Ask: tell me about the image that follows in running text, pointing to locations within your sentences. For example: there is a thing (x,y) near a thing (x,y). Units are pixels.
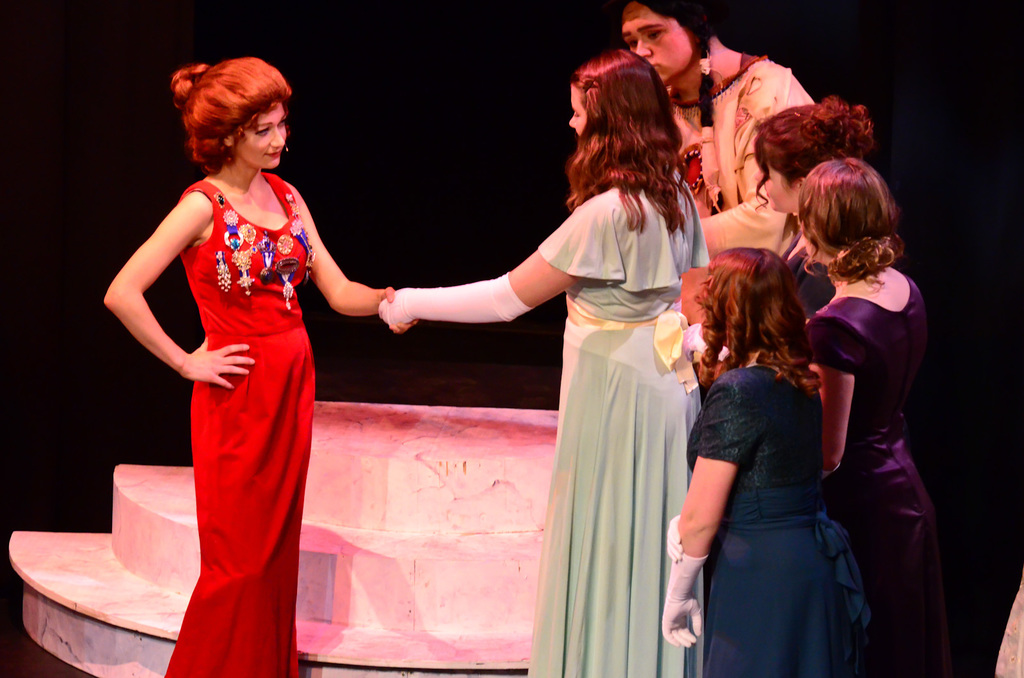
In this image there are some people (866,539) who are standing and two of them (505,296) are shaking their hands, and in the background (449,538) there is a staircase (438,538).
